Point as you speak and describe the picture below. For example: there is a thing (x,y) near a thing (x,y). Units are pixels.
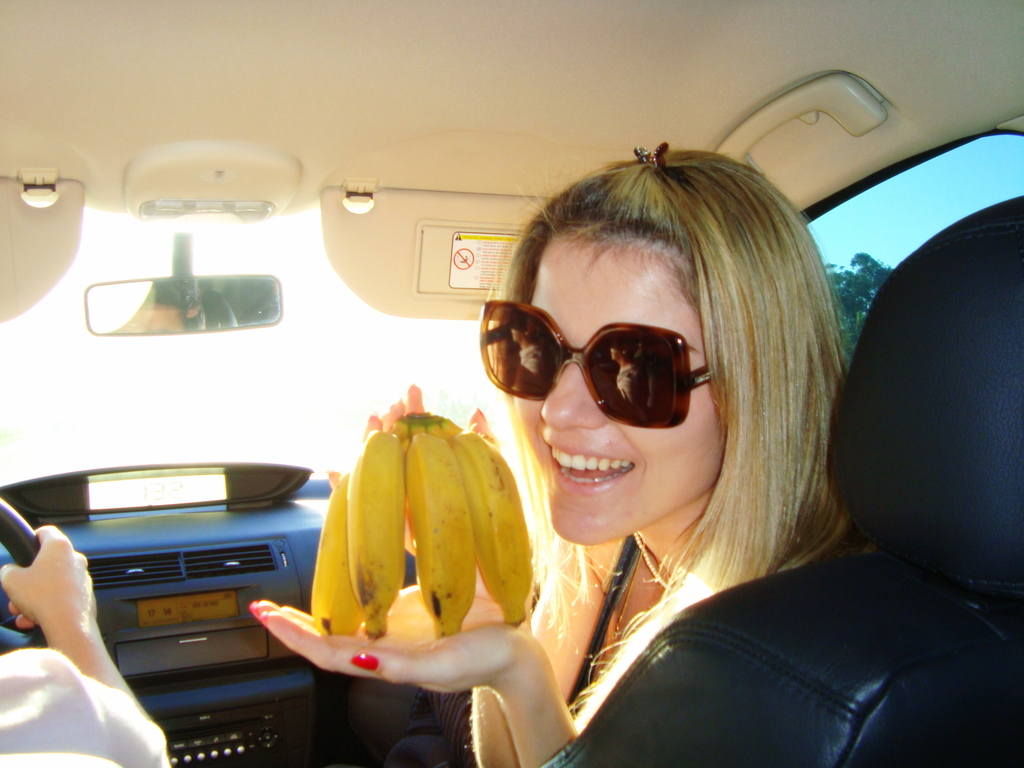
In this picture there is a woman (650,395), wearing a spectacles (637,392), sitting in a seat (801,634) of a car (258,185). She is showing bananas (432,505) to the camera. Beside her, there is another person (76,692) driving a car (157,586). In the background (864,266) there are some trees (864,266) and sky (918,224) here.
